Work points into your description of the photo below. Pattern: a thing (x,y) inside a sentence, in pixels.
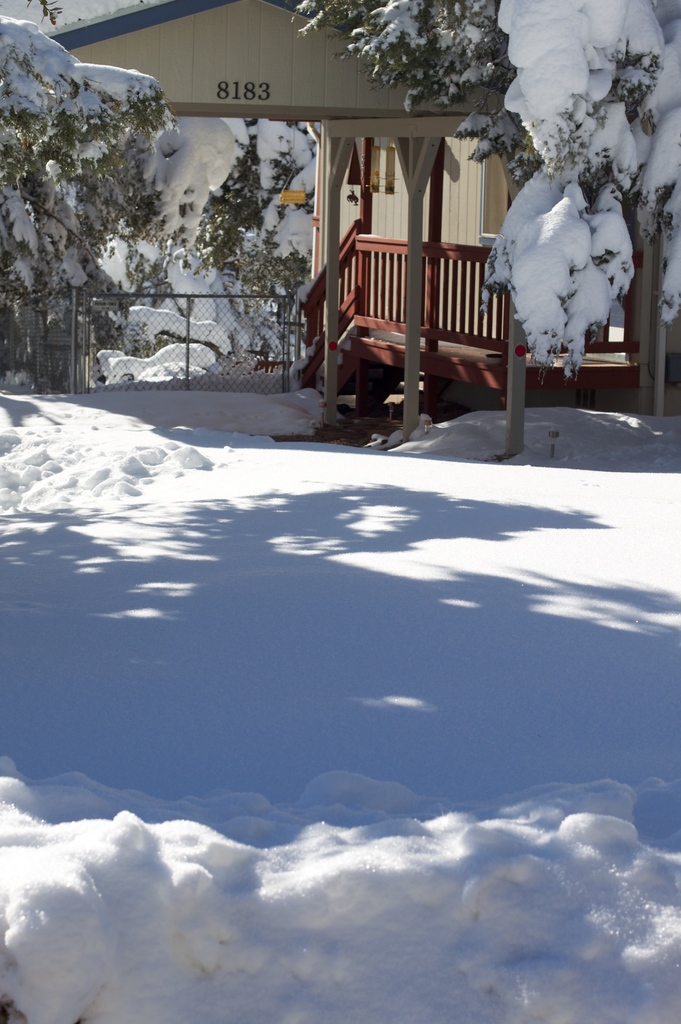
In this image at the bottom (301,876) there is snow (511,639), in the background (311,144) there is a house (478,335) and trees (90,151) and the trees (426,96) are covered with snow (527,248) and there are some wooden poles (343,151).
